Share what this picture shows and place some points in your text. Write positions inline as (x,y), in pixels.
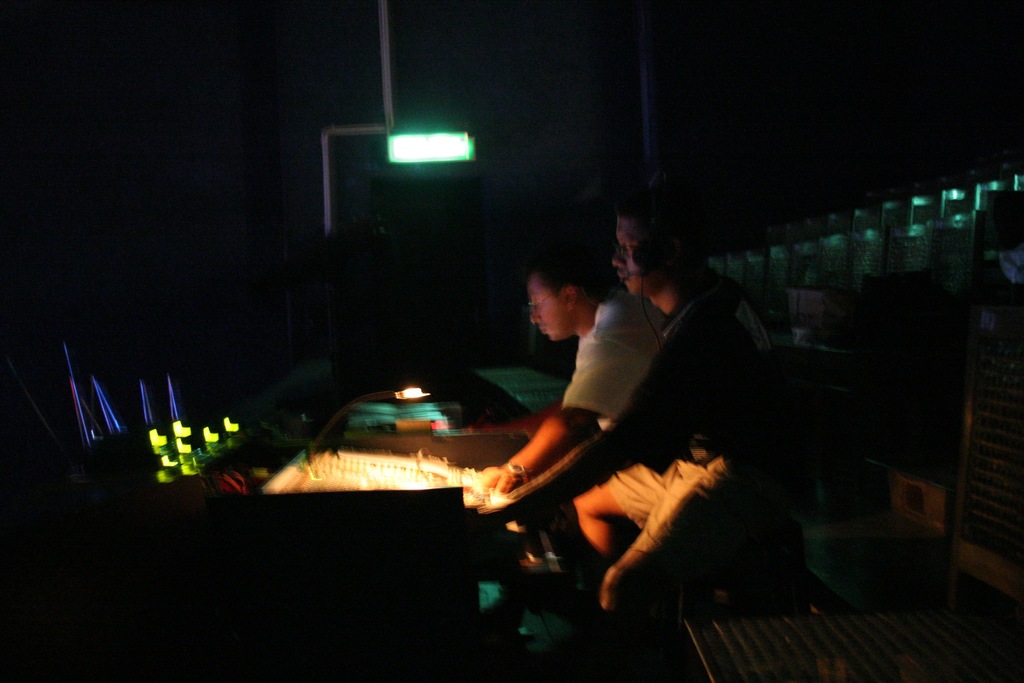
In the center of the image (634,345) we can see two persons (642,404) sitting at the equipment (355,488). In the background (313,167) there is a light (415,155) and wall (277,137).
